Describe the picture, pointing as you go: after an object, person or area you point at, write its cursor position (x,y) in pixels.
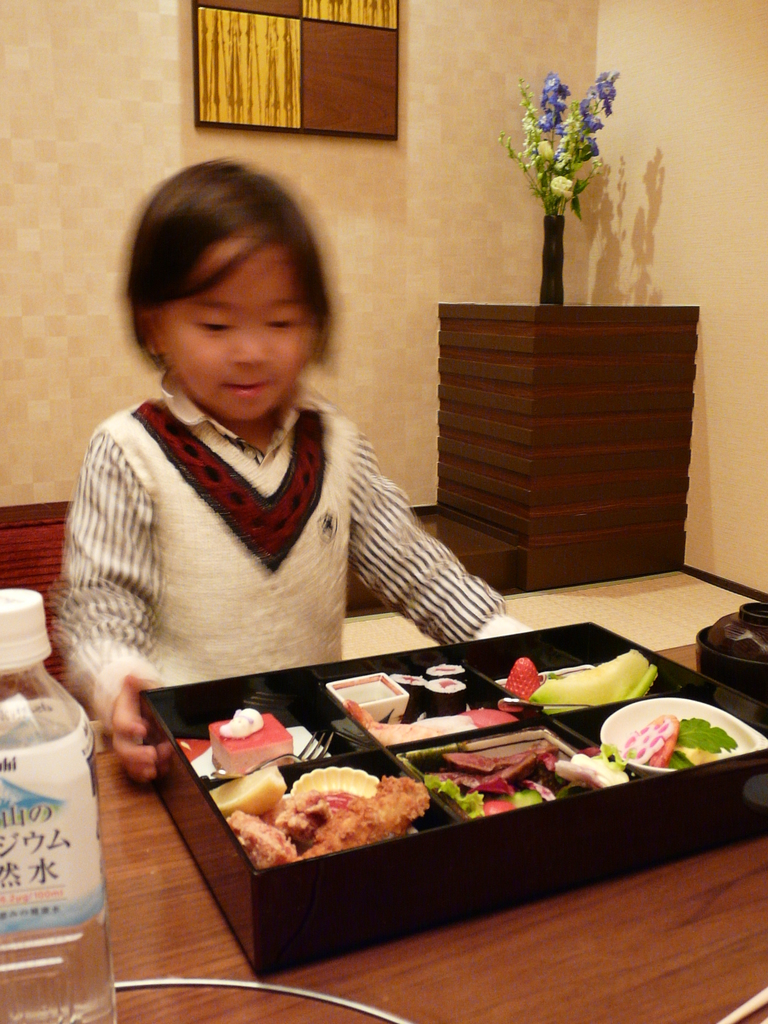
Here in this picture we can see a child (203,435) standing over a place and in front of the child (180,673) we can see a table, on which we can see a box (371,858) with number of food items (281,810) and bakery items (244,721) present and on the left side (13,634) we can see a water bottle (71,794) present and behind the child (364,563) on the right side (551,340) we can see a table (474,347), on which we can see a flower vase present and on the wall (437,354) we can see a portrait (225,15) present.
